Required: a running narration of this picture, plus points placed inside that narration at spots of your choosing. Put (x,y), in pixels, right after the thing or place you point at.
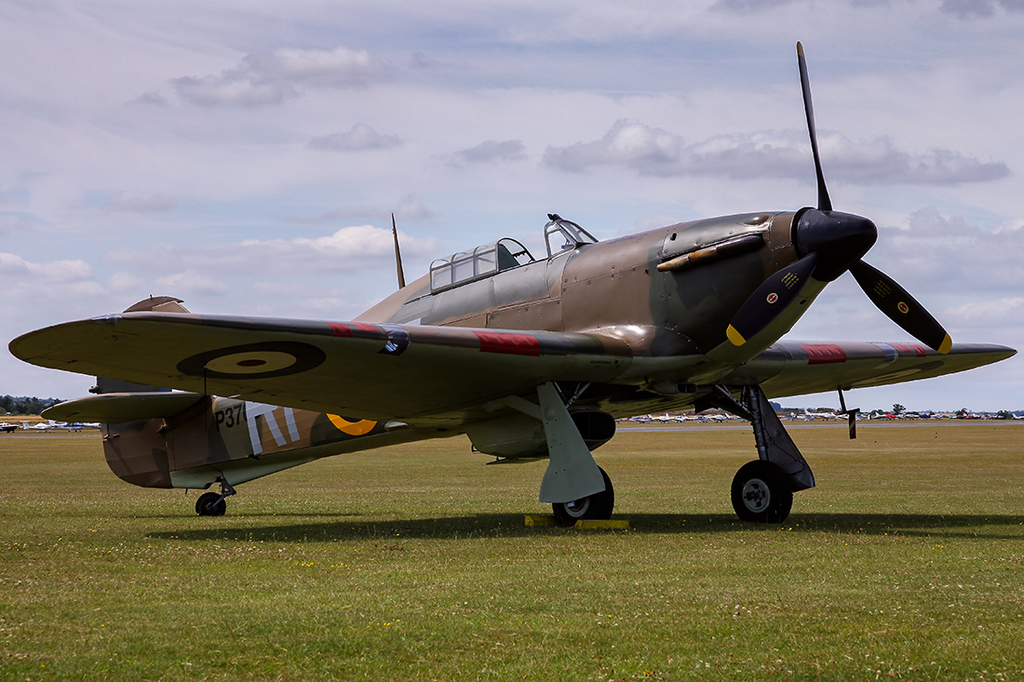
In the center of the image (477,372) there is an aeroplane (555,305). In the background (923,289) there are vehicles (884,413) and sky (620,173). At the bottom (367,623) there is grass (491,610).
